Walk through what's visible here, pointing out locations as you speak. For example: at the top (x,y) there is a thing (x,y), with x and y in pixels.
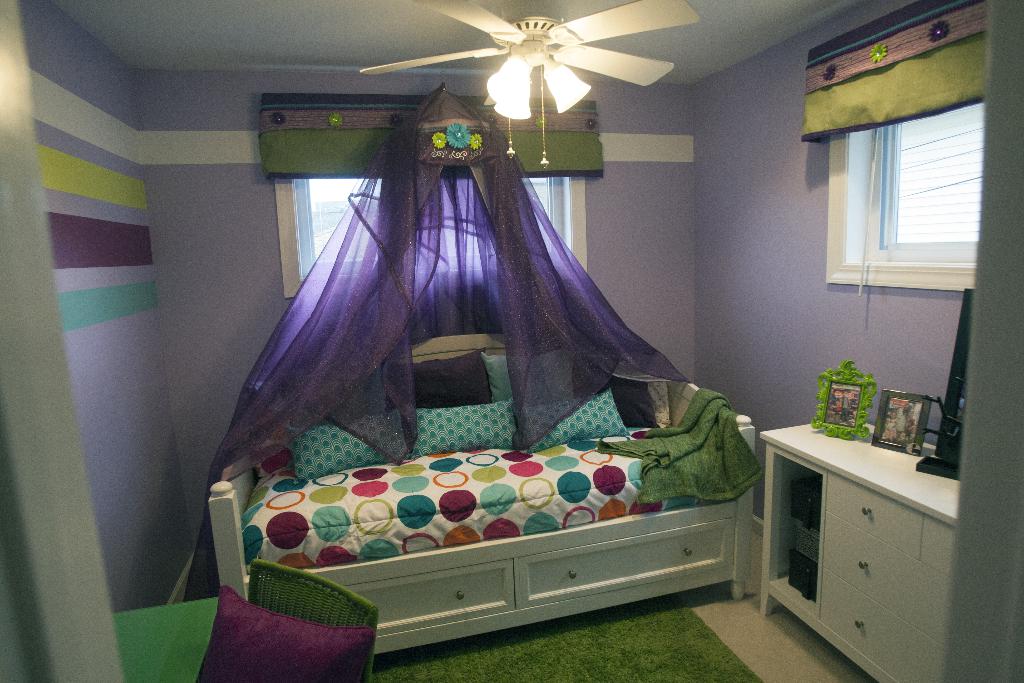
In this image, we can see some bed (520,519). There is a cupboard (848,529) on right side (866,519), few items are placed on it. At the bottom (675,635), we can see floor mat (547,660), chair (345,618), cushion (280,646), table (189,642). At the top of the image (492,81), there is a fan (522,49) and lights (524,71). Background (652,222), there is a wall (602,231), cloth (444,271) and windows (913,203).
